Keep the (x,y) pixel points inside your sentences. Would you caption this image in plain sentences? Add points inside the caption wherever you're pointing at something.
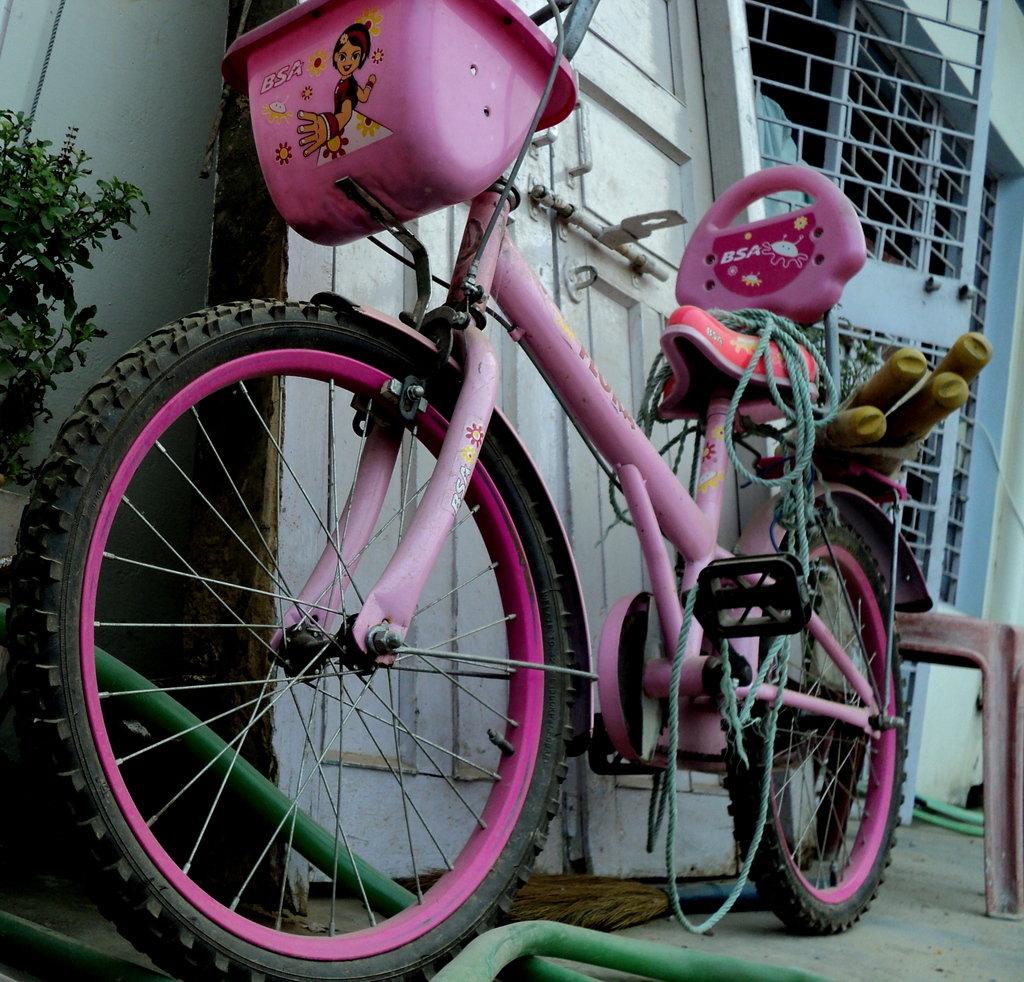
In this image in front (461,902) there is a cycle (123,556). There is a broomstick (528,905). There is a pipe (600,954). There is a chair (998,794). In the center of the image (614,531) there is a door (638,208). On the left side of the image (125,232) there is a plant (28,200). There is a wall (139,72). On the right side of the image (915,283) there is a gate (969,216). At the bottom of the image (914,939) there is a floor (943,949).
